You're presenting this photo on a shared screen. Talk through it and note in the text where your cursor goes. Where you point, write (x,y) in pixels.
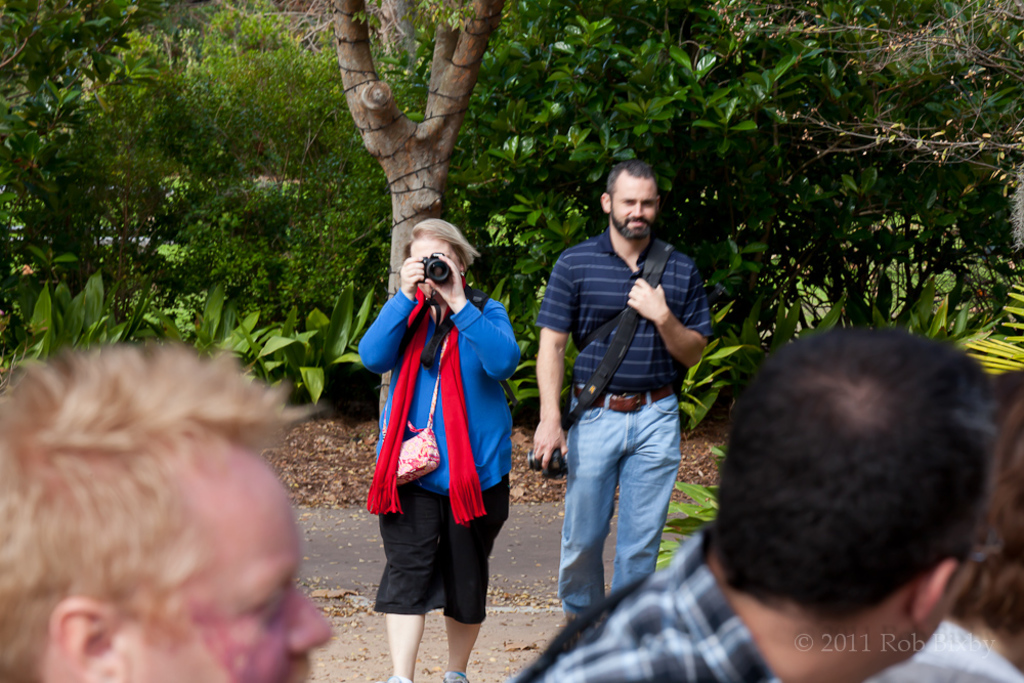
This picture is taken from the outside of the city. In this image, in the middle (470,378), we can see two people (557,362) man (557,370) and woman (449,588) are walking. In the background (47,256), we can see some trees (588,144) and plants (905,177). At the bottom (64,466), we can see a group of people (132,527).
